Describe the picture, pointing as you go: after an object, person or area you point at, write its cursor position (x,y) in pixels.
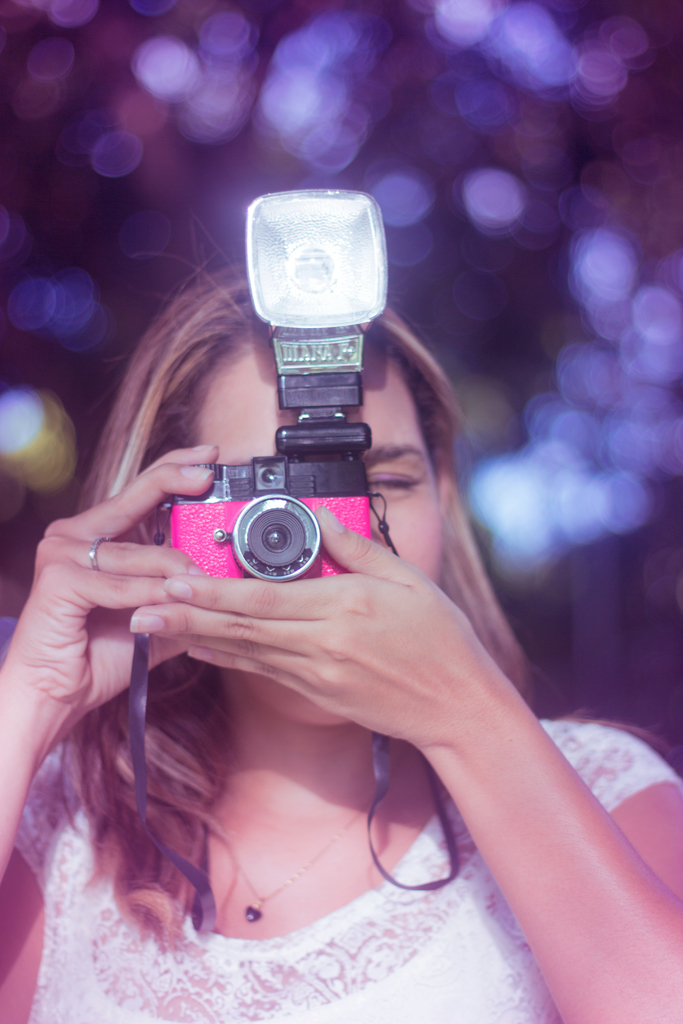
In this picture we can see woman (181,752) holding camera (249,528) with her hand (353,583) and taking picture and in background (514,222) it is blurry.
